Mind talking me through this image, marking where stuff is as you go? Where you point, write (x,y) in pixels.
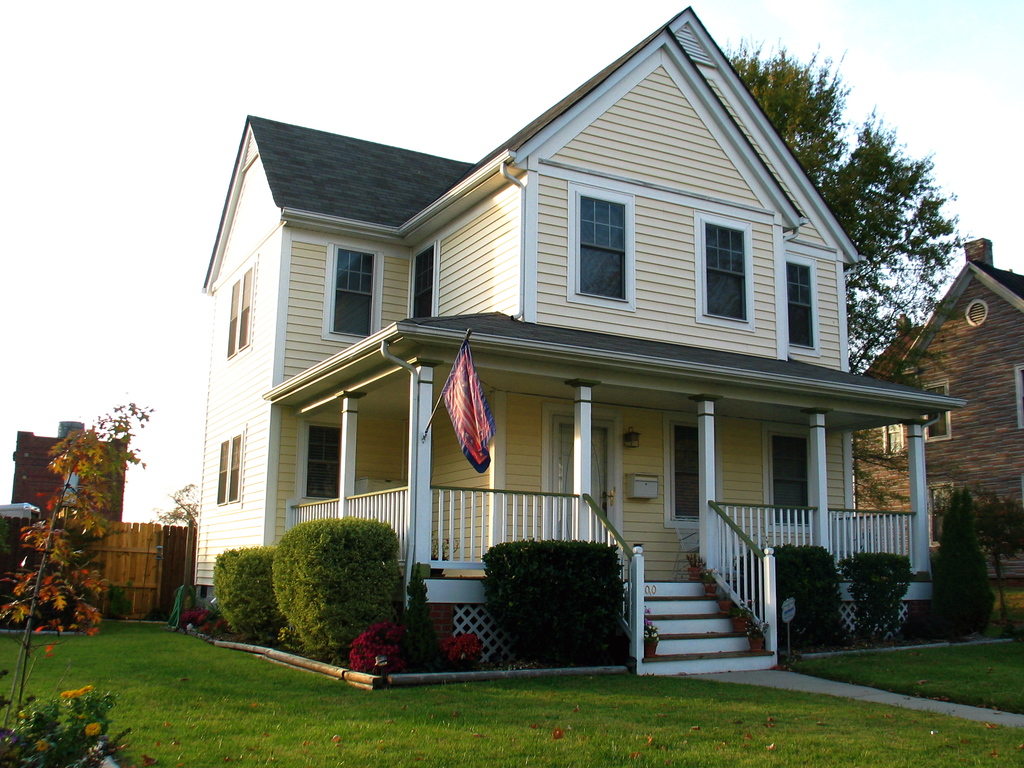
In this image I can see two buildings (300,448) in cream and brown color, I can also see trees (784,66) and grass (277,723) in green color and the sky (150,47) is in white color.
